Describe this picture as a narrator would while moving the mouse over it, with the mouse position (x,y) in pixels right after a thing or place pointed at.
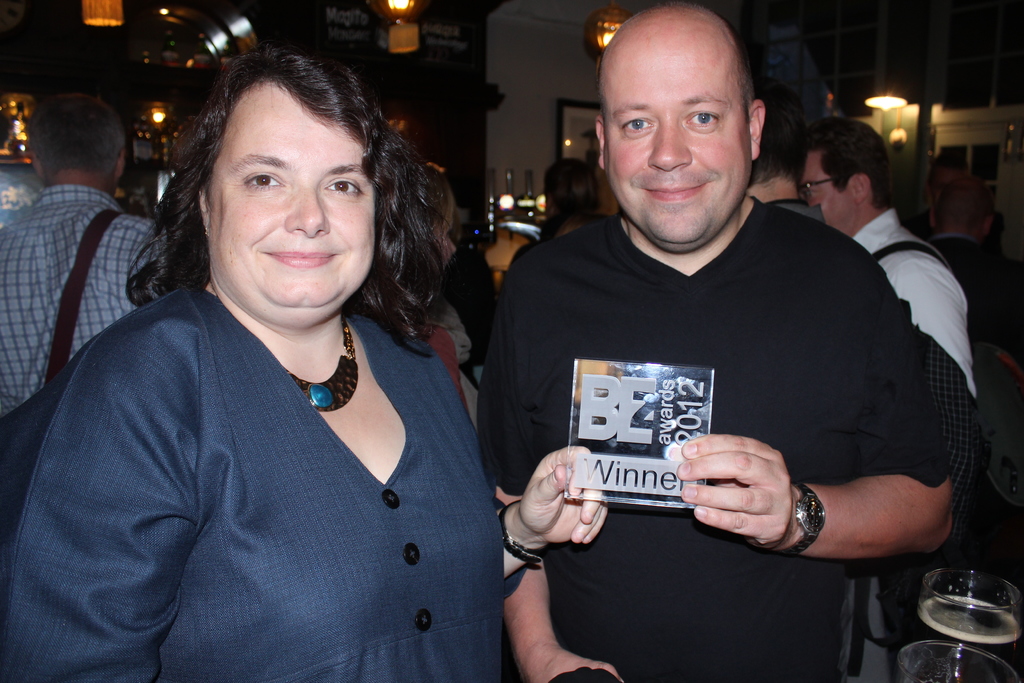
In this image, we can see a man (807,543) and a woman (119,421) standing and they are holding an object (593,485), in the background (955,268) we can see some people (77,263) standing.
